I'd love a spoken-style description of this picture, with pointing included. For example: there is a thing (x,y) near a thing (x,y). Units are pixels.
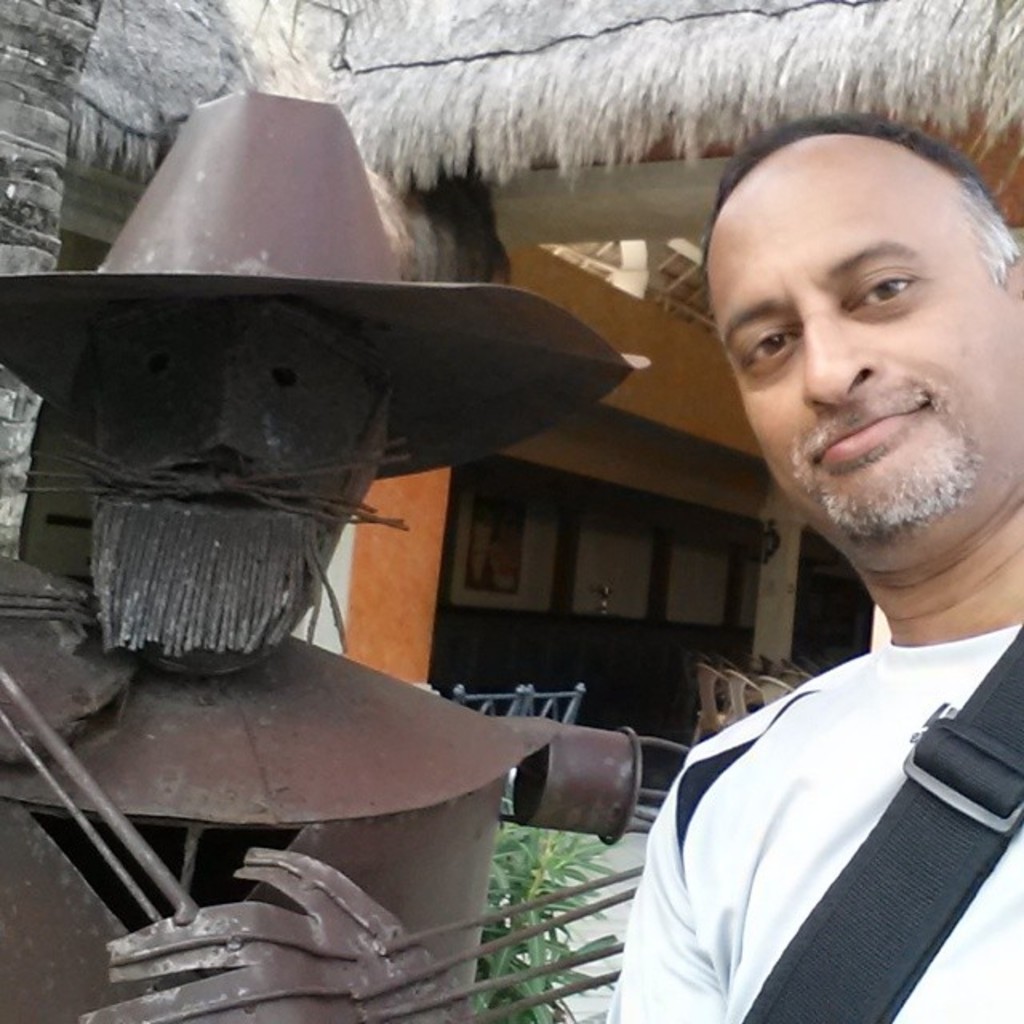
In this picture we can see a person (957,641) and in the background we can see a house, plants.
